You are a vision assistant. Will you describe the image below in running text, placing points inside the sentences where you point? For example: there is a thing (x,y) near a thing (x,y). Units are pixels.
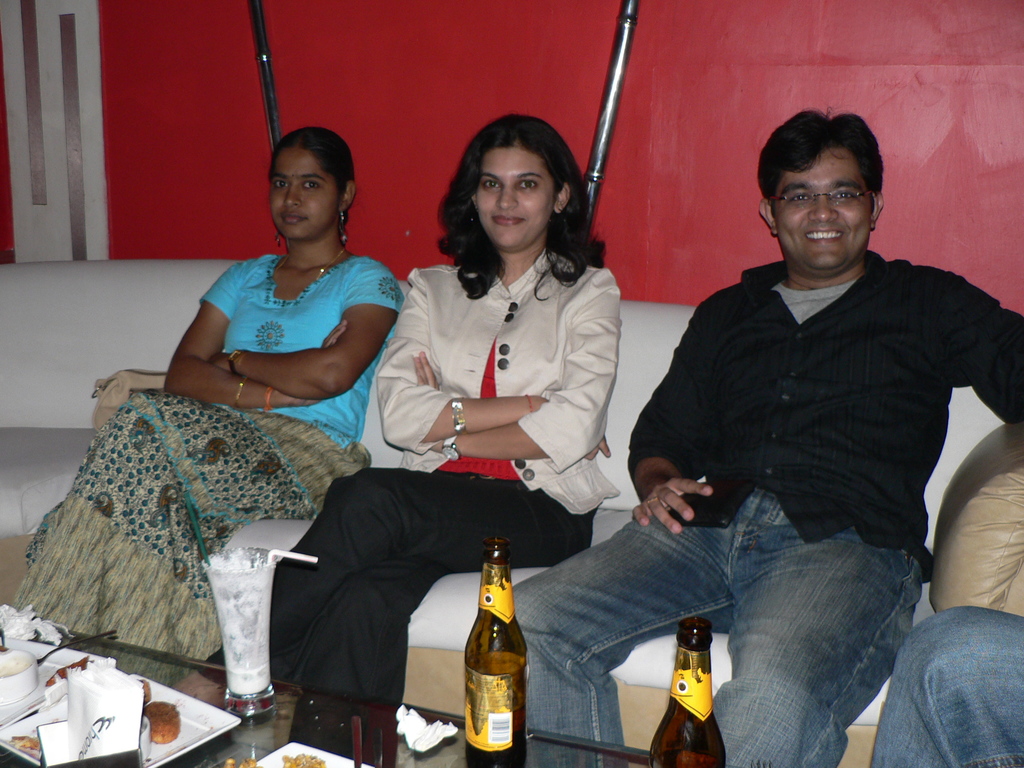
In this image we can see some persons (574,344), couch (369,417), bottles (468,678), plates (172,699) and other objects (250,692). In the background of the image (65,71) there is a wall (249,138) and other objects (621,60). On the right side of the image (890,721) it looks like a person (905,725).
